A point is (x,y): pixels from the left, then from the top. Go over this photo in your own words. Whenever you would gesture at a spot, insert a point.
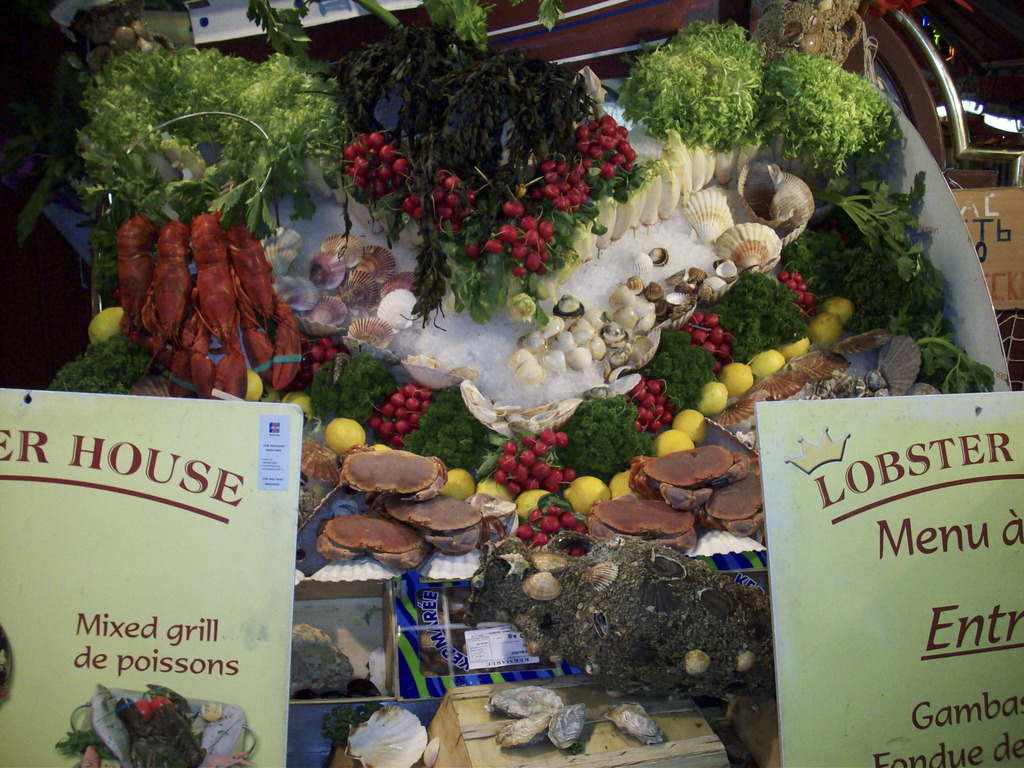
In this picture I can see the boards (834,574) in front (10,562) on which there is something written and in the background (134,389) I see number of shells (752,539), fruits (667,454) and other green things (888,241).
